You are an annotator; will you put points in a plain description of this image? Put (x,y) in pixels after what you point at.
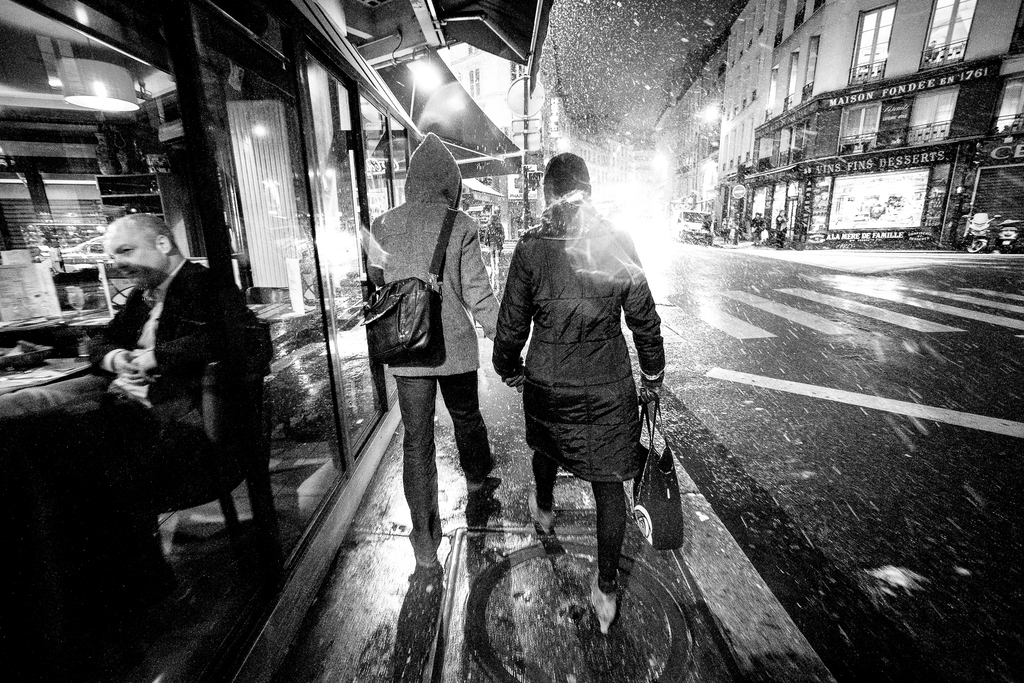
In this image there are two persons (532,369) standing in the middle of this image (556,364). They both are holding bags (404,321). There is one person (176,332) sitting on the left side of this image (162,412). there are some buildings (889,139) in the background (817,161). There is a road (787,410) in the bottom of this image (817,527). There are some vehicles (712,242) on the right side of this image (698,241).
